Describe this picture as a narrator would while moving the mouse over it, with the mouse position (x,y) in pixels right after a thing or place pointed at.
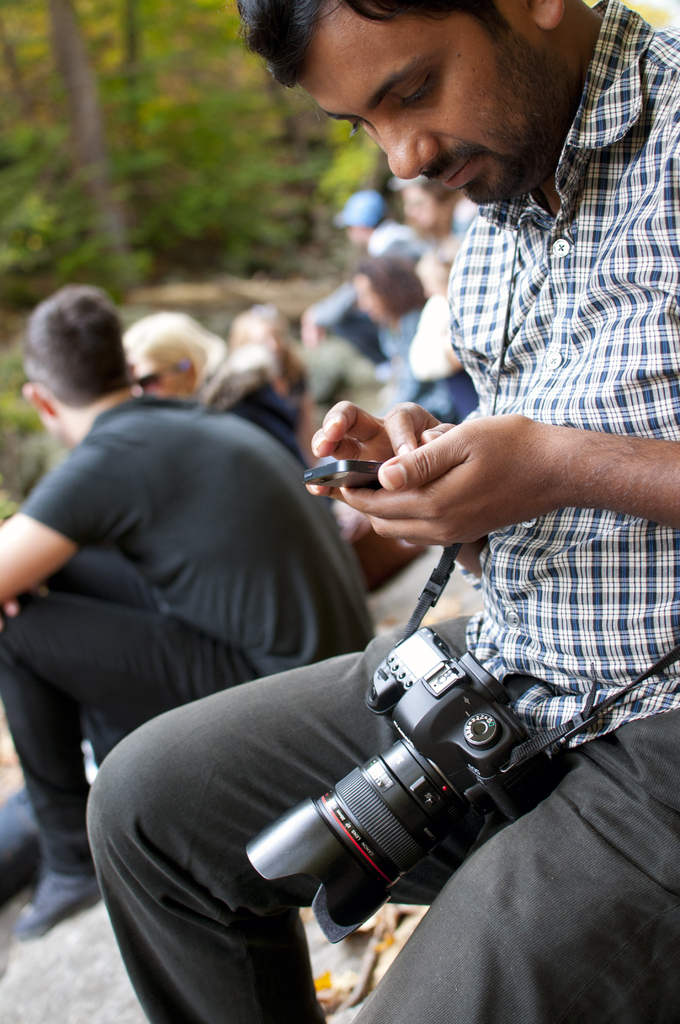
In the foreground of the image (486,4) there is a person (509,607) wearing a camera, Holding a mobile phone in his hand (409,407). In the background of the image (254,325) there are people (232,649) sitting on stones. There are trees (202,185).
